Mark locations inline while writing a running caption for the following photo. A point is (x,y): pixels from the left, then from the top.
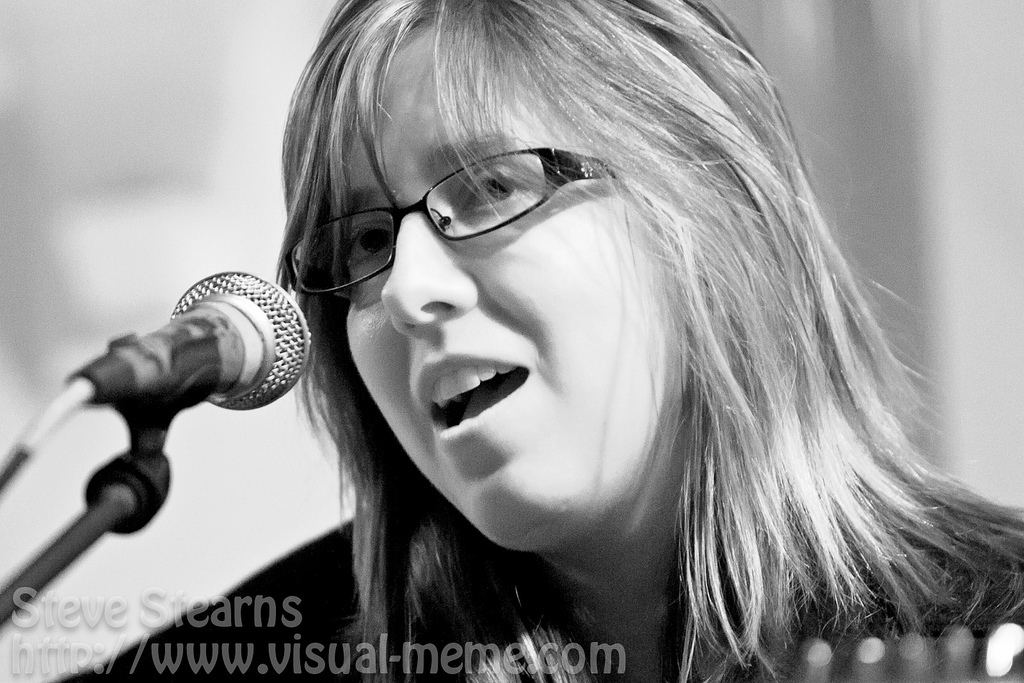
In the picture I can see woman (562,384) is talking in front of microphone (140,343).
